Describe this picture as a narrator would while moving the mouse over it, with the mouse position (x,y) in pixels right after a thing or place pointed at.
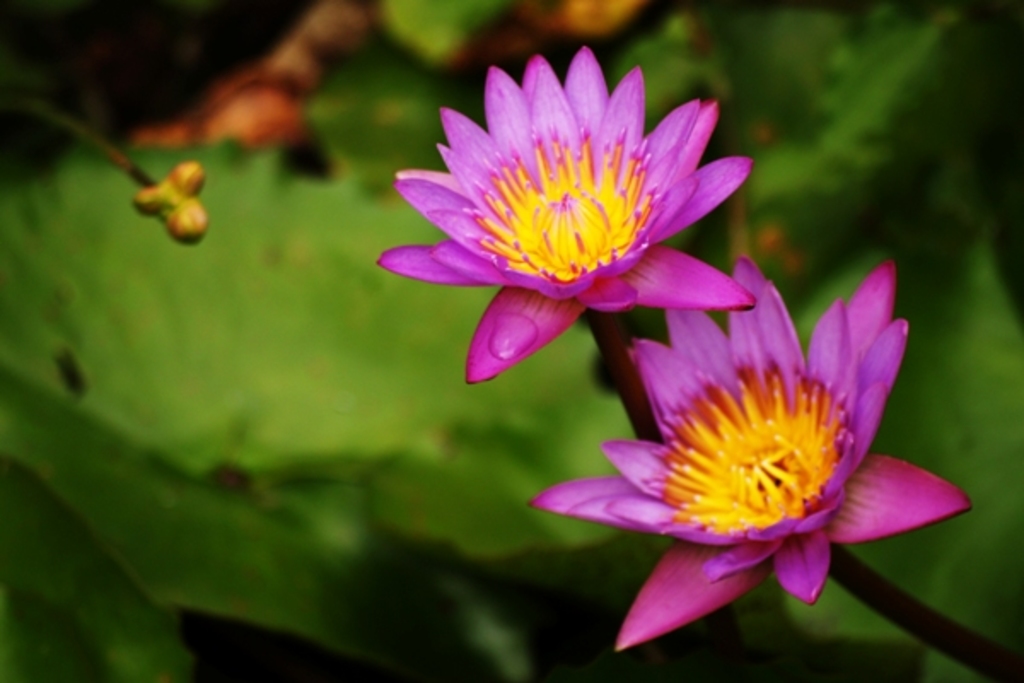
In this image in the front (643,248) there are flowers (584,266) and the background (362,143) is blurry.
